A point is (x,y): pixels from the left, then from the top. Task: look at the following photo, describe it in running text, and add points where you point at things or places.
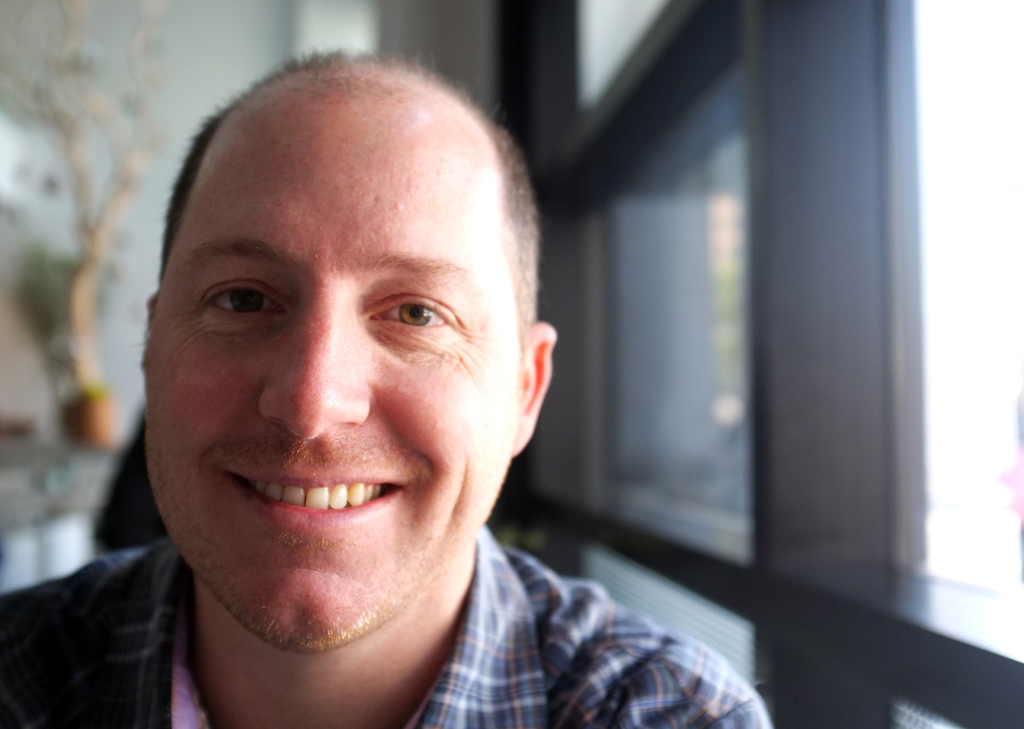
In the foreground of the picture (522,561) there is a man (300,718) smiling. On the right (769,275) there is a window (949,223). The background (175,9) is blurred.
